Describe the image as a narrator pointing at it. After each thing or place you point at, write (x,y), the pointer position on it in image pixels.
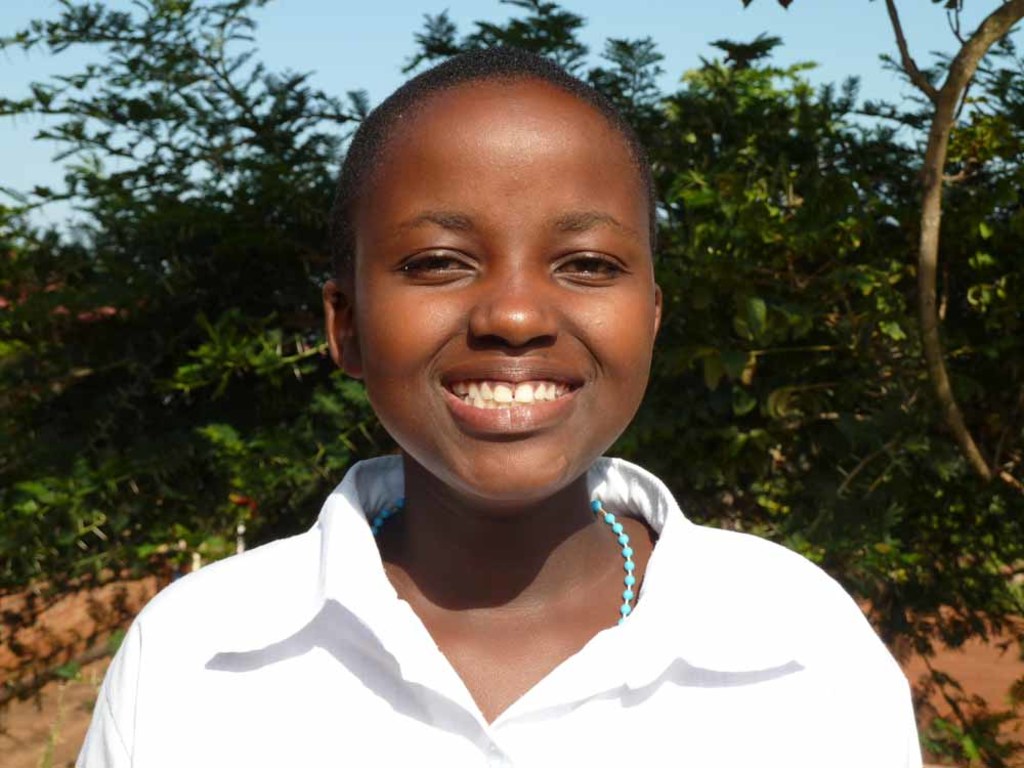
In this image, we can see a person (346,641). In the background (359,389), we can see some trees (724,143) and the sky (724,29).
